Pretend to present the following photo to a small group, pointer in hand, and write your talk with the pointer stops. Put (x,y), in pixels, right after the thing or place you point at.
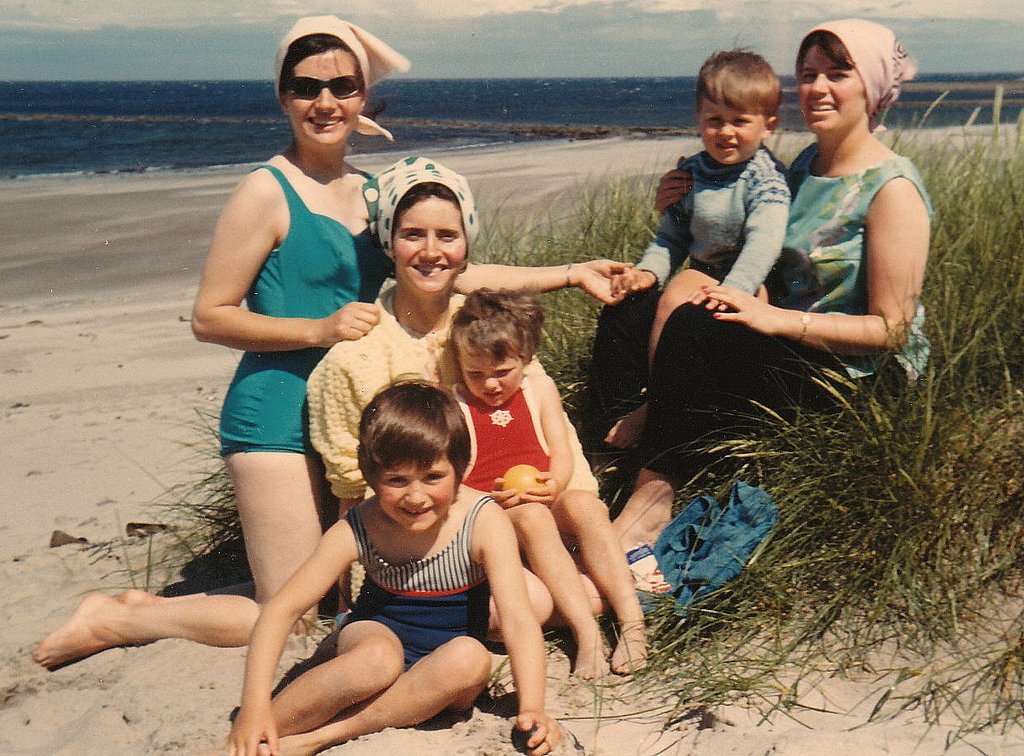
In the foreground (619,466), I can see six persons (498,445) on grass (587,332). In the background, I can see water (108,138) and the sky (423,66). This image might be taken on the sandy beach (183,676).
